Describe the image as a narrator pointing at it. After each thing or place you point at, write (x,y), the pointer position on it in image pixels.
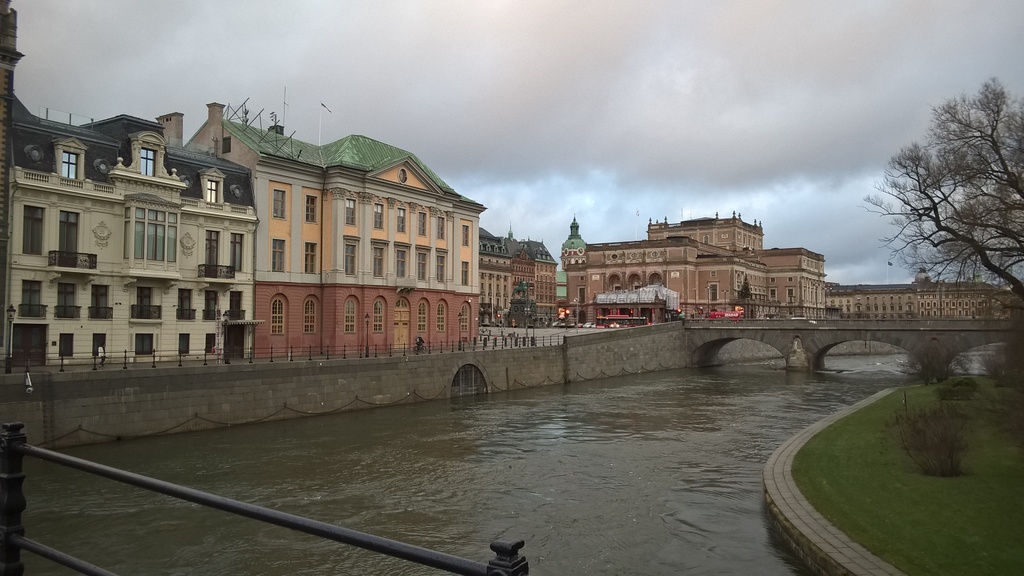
We can see water (29,510), grass (907,545), fence (8,467), plants (913,435) and dried tree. In the background (622,311) we can see buildings (190,326), fence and sky (700,91) with clouds (695,108).
